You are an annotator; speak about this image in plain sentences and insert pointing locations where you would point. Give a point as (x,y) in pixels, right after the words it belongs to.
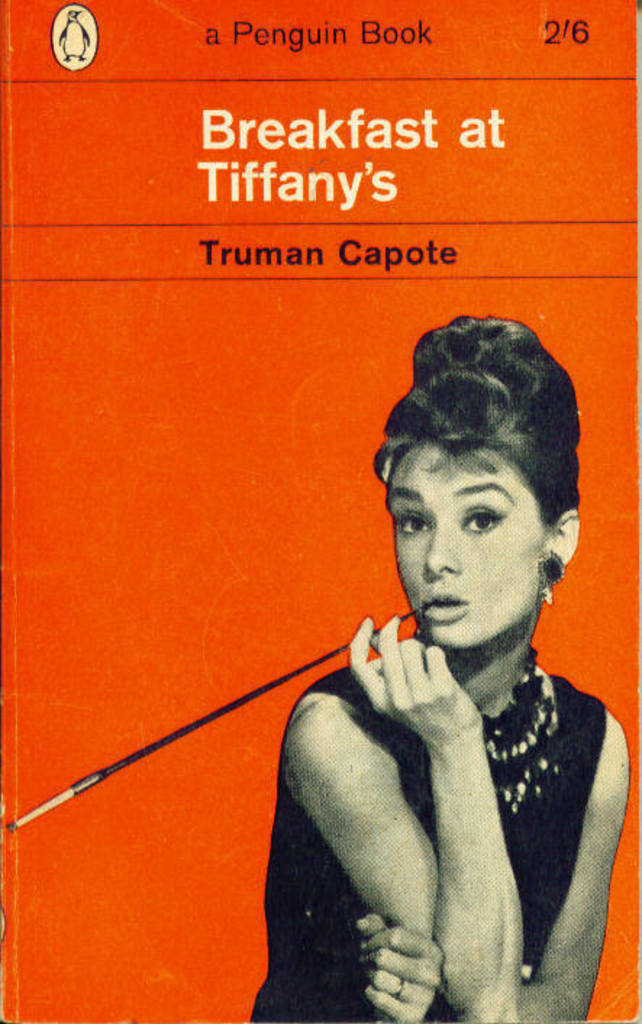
This is the poster where we can see a woman image (490,837) and some text (284,193) written on it. The woman (392,802) is wearing black color dress (336,887) and holding stick (296,668) in her hand (362,643).
